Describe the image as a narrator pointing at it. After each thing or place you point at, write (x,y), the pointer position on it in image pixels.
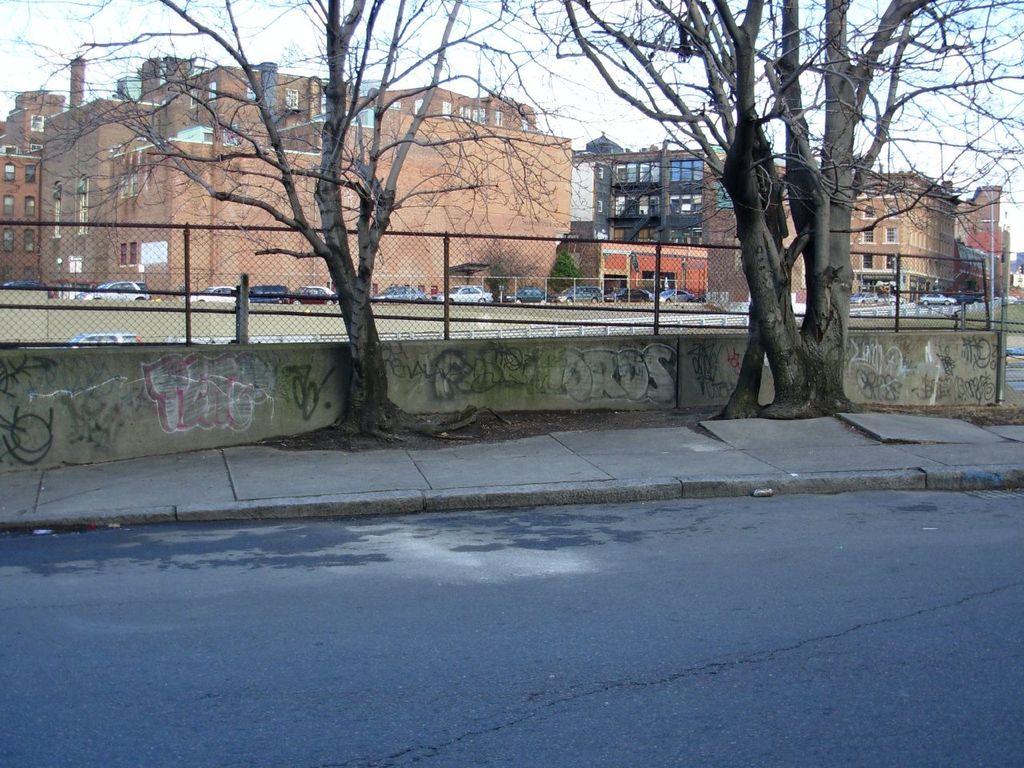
In this image we can see the buildings (430,179). In front of the buildings (37,186) we can see the vehicles (585,294) and trees (565,269). In the foreground (312,296) we can see a wall (626,338) with fencing (658,246) and trees (360,321). At the bottom (595,675) we can see the road (602,535). At the top (196,13) we can see the sky (540,123).
